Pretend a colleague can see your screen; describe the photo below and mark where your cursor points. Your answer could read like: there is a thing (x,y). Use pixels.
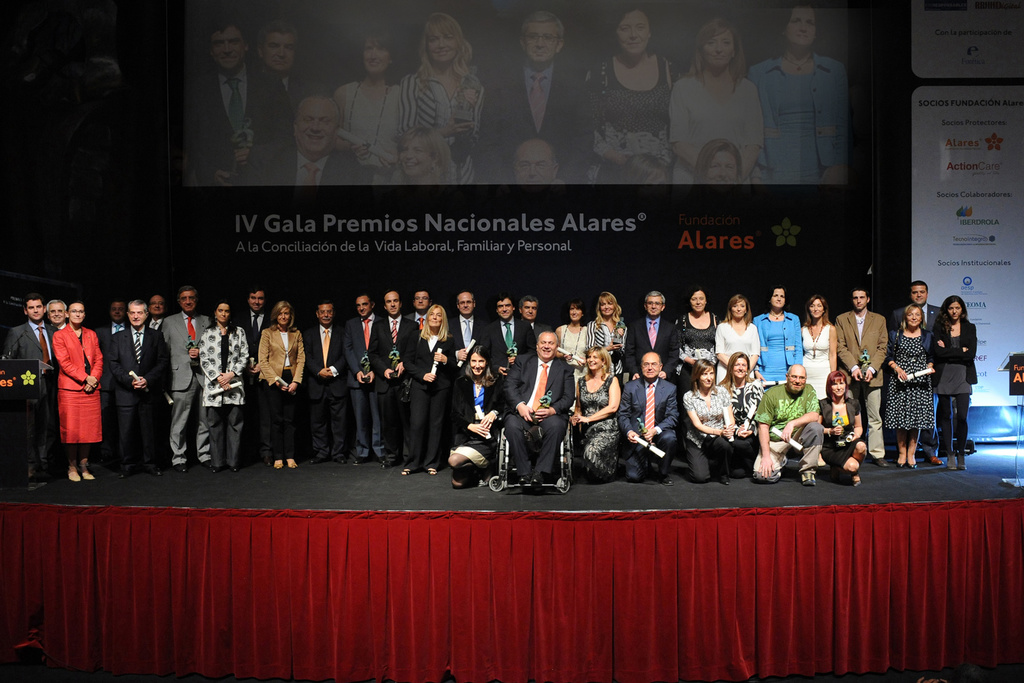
In the center of the image (650,297) there are few people (780,294) standing on the stage (337,477) and there are few people (670,428) sitting. In front of them there are curtains (661,557). Behind them there is a screen (429,146). There are banners (942,54). On the left side of the image (19,362) there is a dais (35,364). On top of it there is a mike (5,360).
